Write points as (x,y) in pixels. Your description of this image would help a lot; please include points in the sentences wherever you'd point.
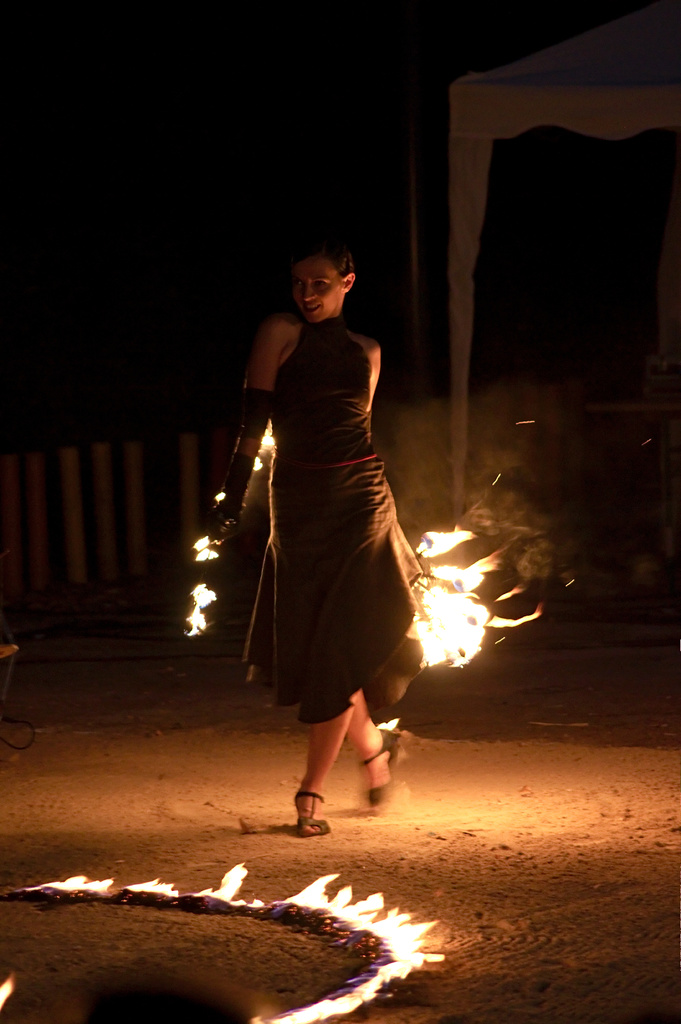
In this image we can see a woman (339,447) is performing fire dance. She is wearing black color dress (288,408). We can see fire (329,909) on the land (432,992) at the bottom of the image (390,937). We can see fencing (142,501) and tent (596,79) in the background of the image (467,391).
